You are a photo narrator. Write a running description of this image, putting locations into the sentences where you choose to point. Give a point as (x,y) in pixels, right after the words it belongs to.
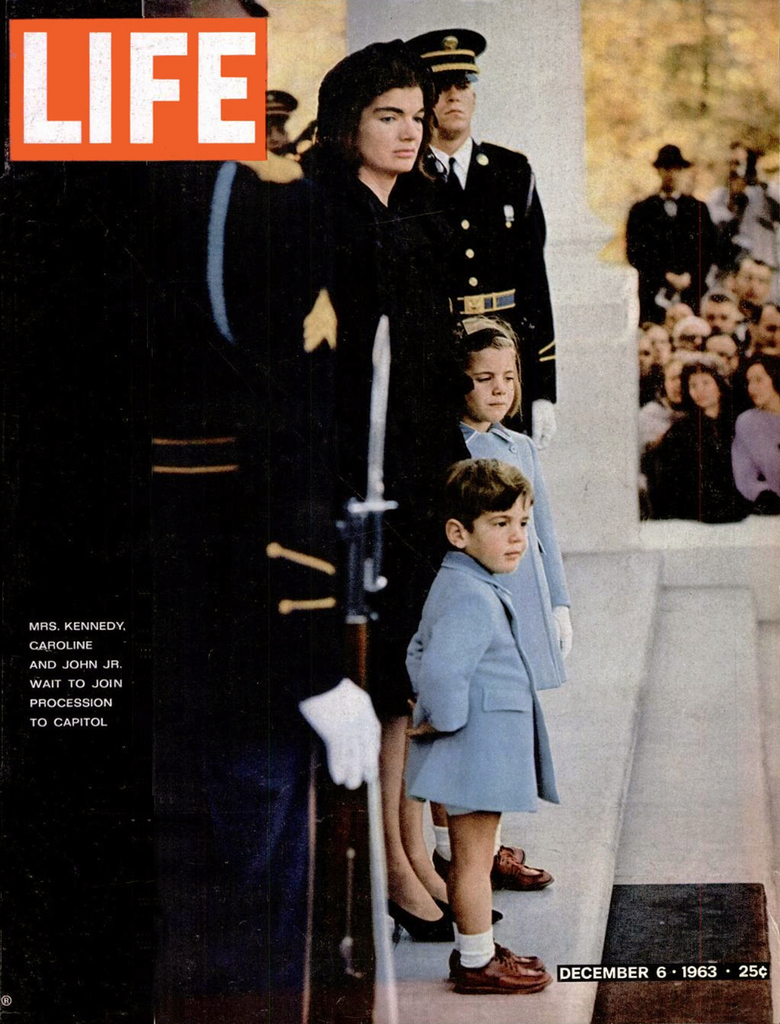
In this image we can see few persons (228,527) and kids (415,715) are standing on the floor (591,781) and a person (183,240) is holding gun (359,662) in the hand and there are steps (604,768). On the left side (141,73) and at the bottom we can see texts (120,628) written on the image. In the background (729,265) we can see few persons (723,232) and a pillar (615,296).
